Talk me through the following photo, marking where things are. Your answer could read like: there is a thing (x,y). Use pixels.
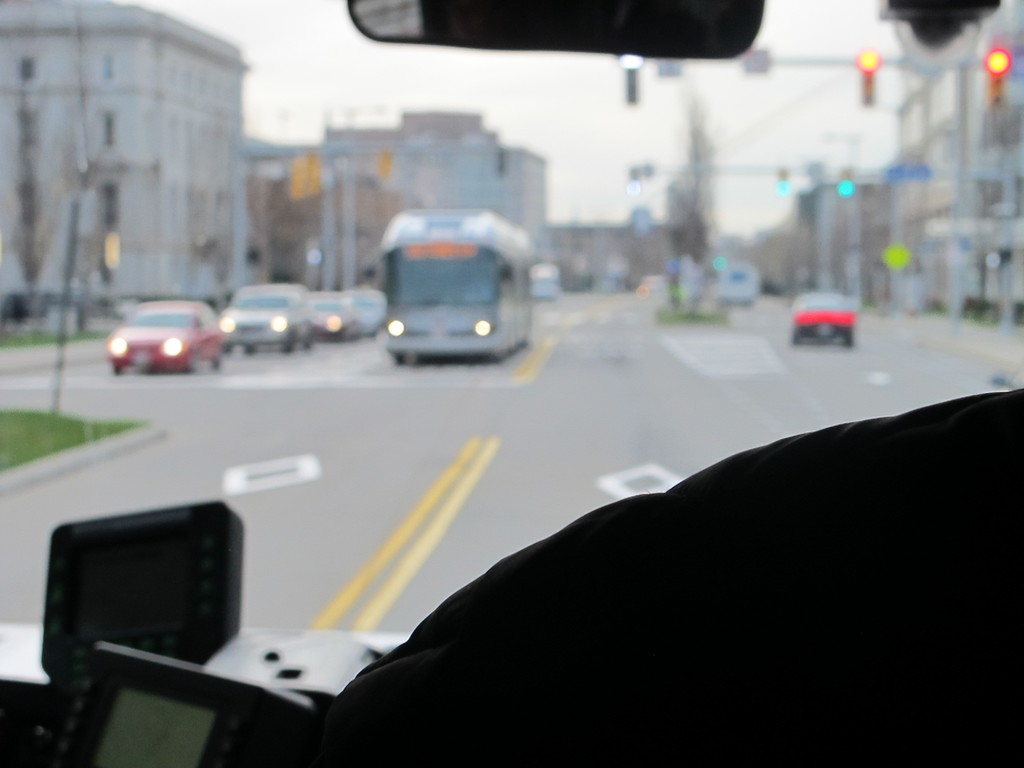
In this image I can see fleets of vehicles (312,319) on the road (454,470), light poles (851,267), sign boards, buildings (433,205), grass (14,437), fence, trees (33,279), windows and the sky (578,144). This image is an inside view of a vehicle (952,664).
